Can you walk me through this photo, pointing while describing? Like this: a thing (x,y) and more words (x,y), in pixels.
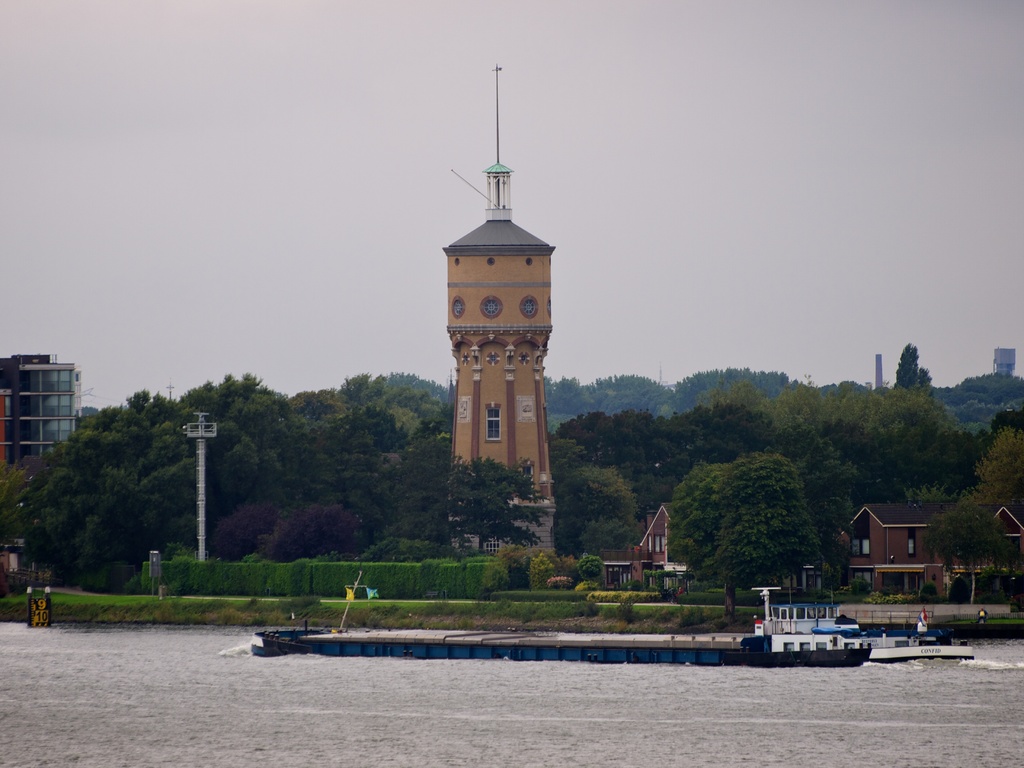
In this image in the center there is water (468,710), on the water (435,687) there is ship (490,645) sailing on the water (599,672) and in the background (291,581) there are plants (410,587), trees (815,540), and there are towers (488,349) and there is a building (54,387) on the left side (41,381) and the sky (293,119) is cloudy and there are huts (890,535).
